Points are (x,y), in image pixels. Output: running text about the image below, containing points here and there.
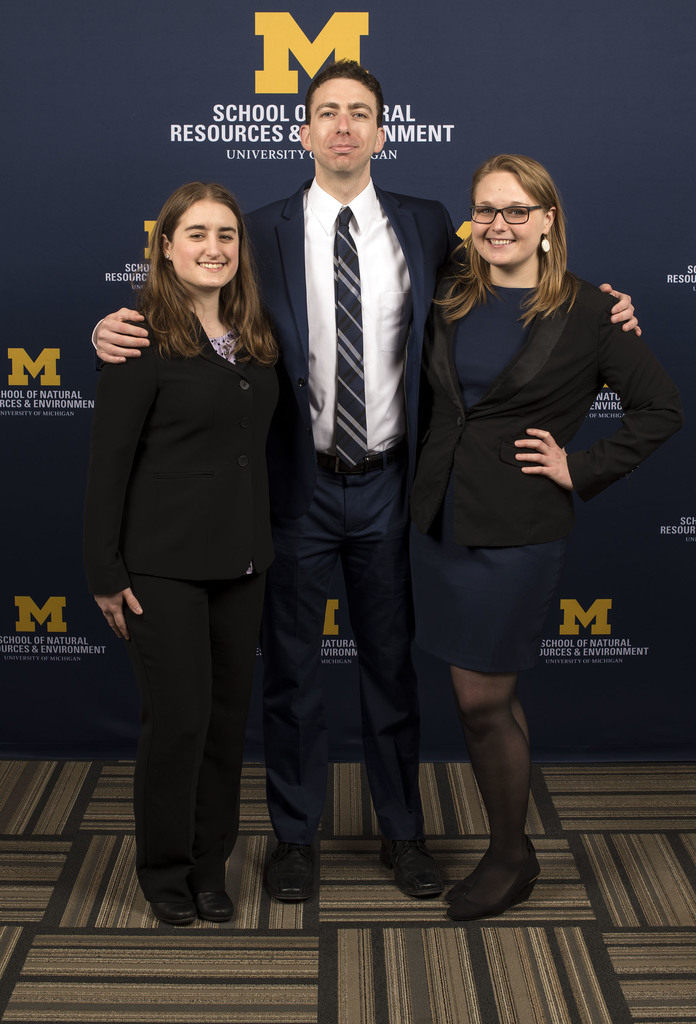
In this image in the center (408,367) there are three persons (352,420) who are standing and smiling, and in the background (126,668) there is one board (264,62) and at the bottom (533,906) there is a floor (385,946).
